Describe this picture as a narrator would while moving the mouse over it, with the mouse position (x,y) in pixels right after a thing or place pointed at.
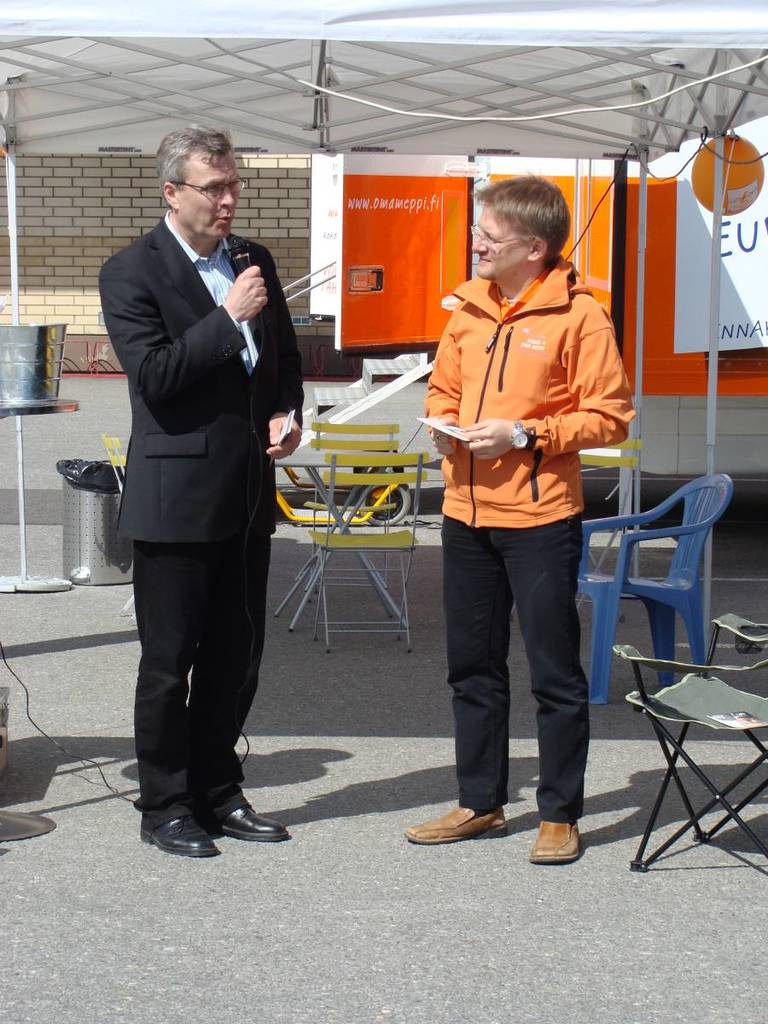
In the image there were two people (239,388) and the left side person (266,363) he is talking something and the right side person (491,338) he is listening to him. The back of them there is a chair (353,538), they are under some tent (410,109). Coming to background (76,225) there is a bricks wall (76,226).
